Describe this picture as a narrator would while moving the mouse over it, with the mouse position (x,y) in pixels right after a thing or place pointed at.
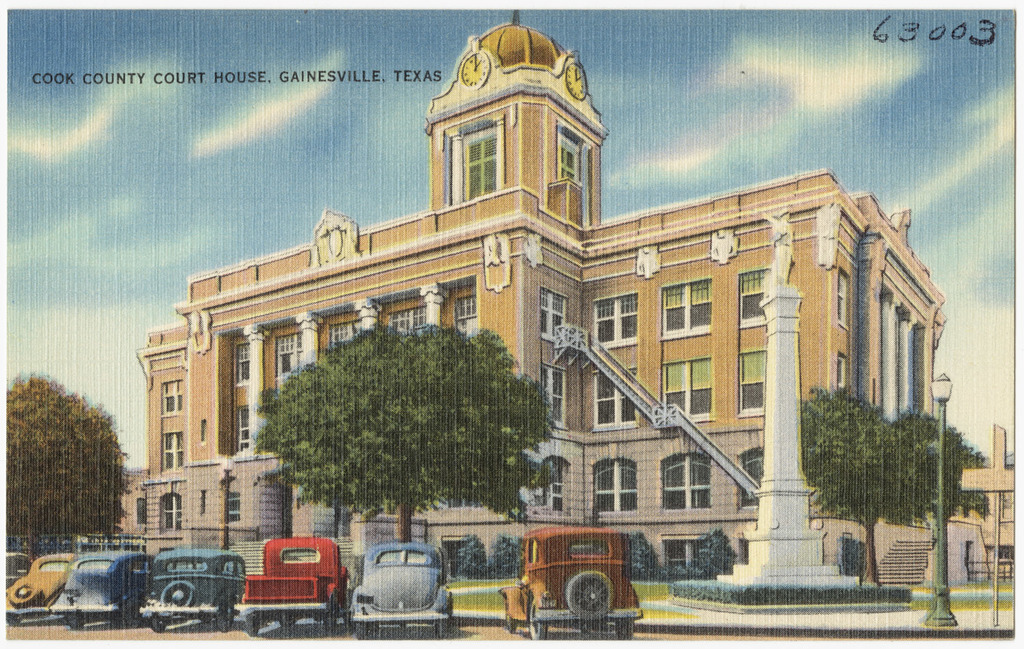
This is a poster. Here we can see vehicles (570,573), trees (950,510), plants (501,540), poles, lights (944,384), sculpture (784,249), and a building (665,258). In the background (696,40) there is sky (859,80).
